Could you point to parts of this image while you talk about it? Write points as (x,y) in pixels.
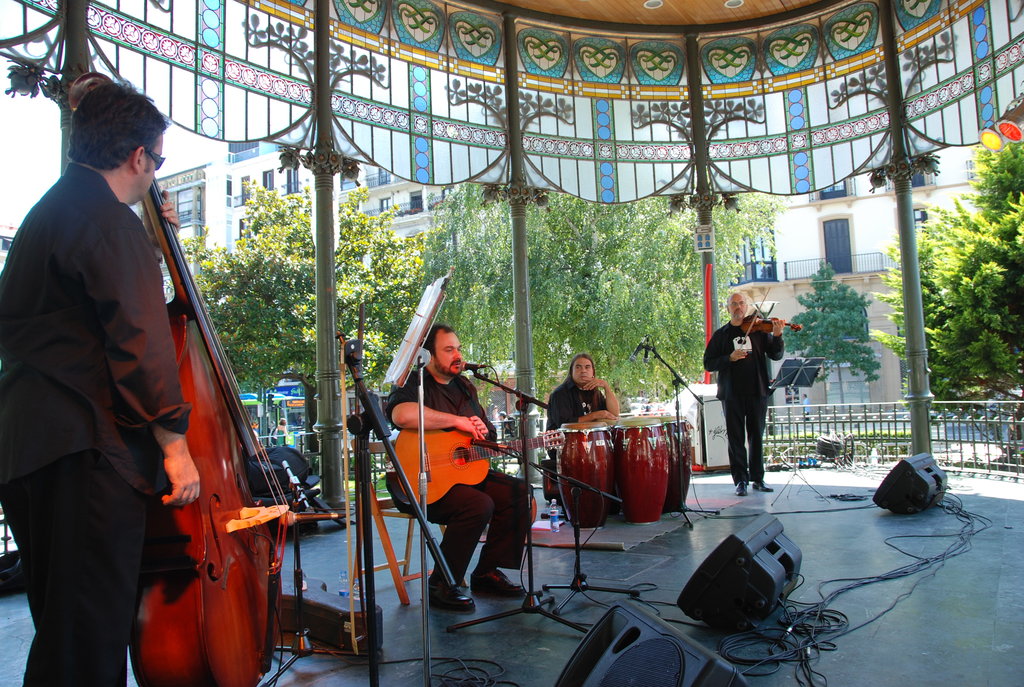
On the left side (110,286) there is a person (107,331) holding a big violin (178,506). Another person (439,388) is holding a guitar (449,445) and singing. In front of him there is a mic stand (522,442). Another person (579,375) is sitting. In front of him there are drums (614,456). Also there is another person (729,374) playing violin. On the floor (581,597) there are speakers (687,675) and wires (740,658). Also there are pillars (919,365) and a book stand (415,354). In the background (1009,310) there are trees (954,329) and buildings (408,186).
